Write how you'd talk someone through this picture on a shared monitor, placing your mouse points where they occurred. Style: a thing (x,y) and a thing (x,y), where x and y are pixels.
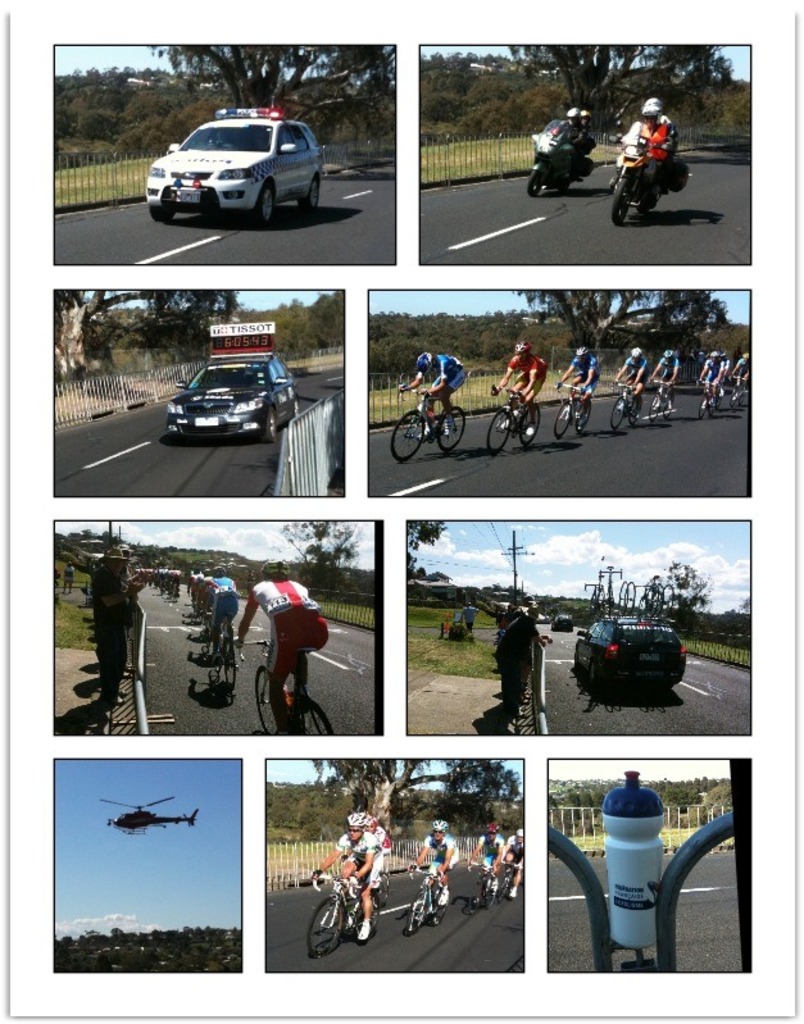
In this image we can see the collage photo and in the photos we can see some vehicles (239,347) on the road (242,730) and there are some trees (429,331). We can see some people (585,396) riding bicycles (575,407) and motorbikes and there are few people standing near the railings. In the bottom left side of the image (166,965) we can see the photo of a helicopter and in the bottom right side (617,823) there is a bottle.
